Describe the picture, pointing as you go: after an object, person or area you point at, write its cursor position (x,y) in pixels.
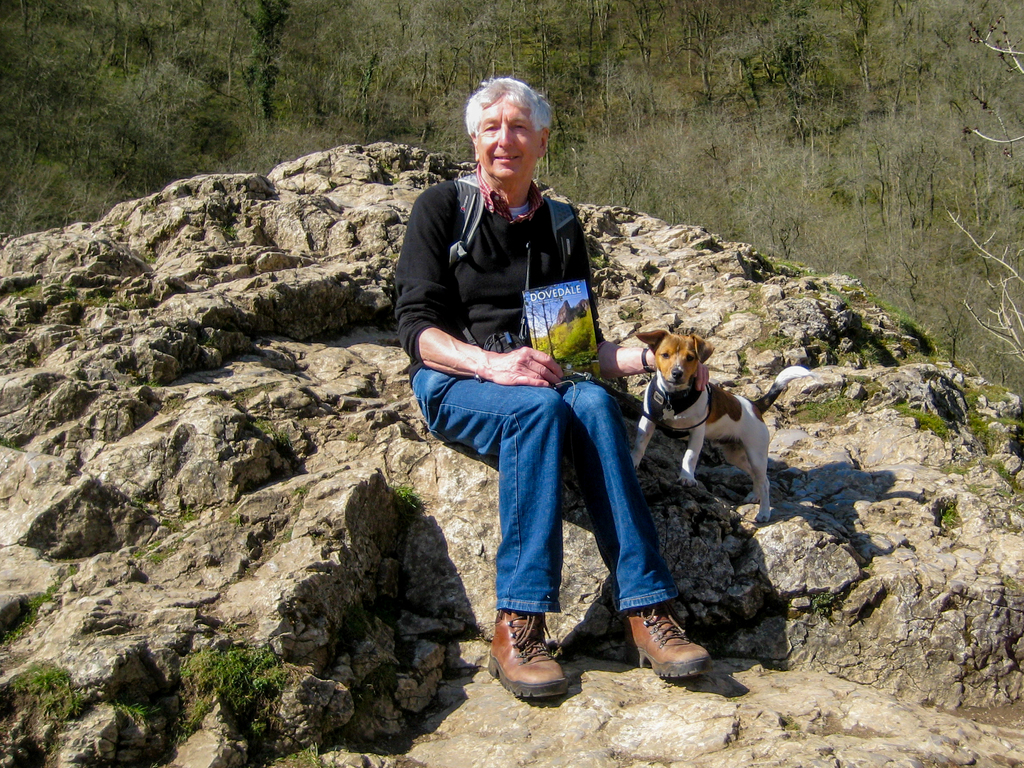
In the center of the image (411,318) there is a man (534,407) sitting. He is holding a book (552,342) in his hand (558,364) there is a dog (724,426) next to him. In the background (688,172) there are trees (278,103) and rocks (203,241).
